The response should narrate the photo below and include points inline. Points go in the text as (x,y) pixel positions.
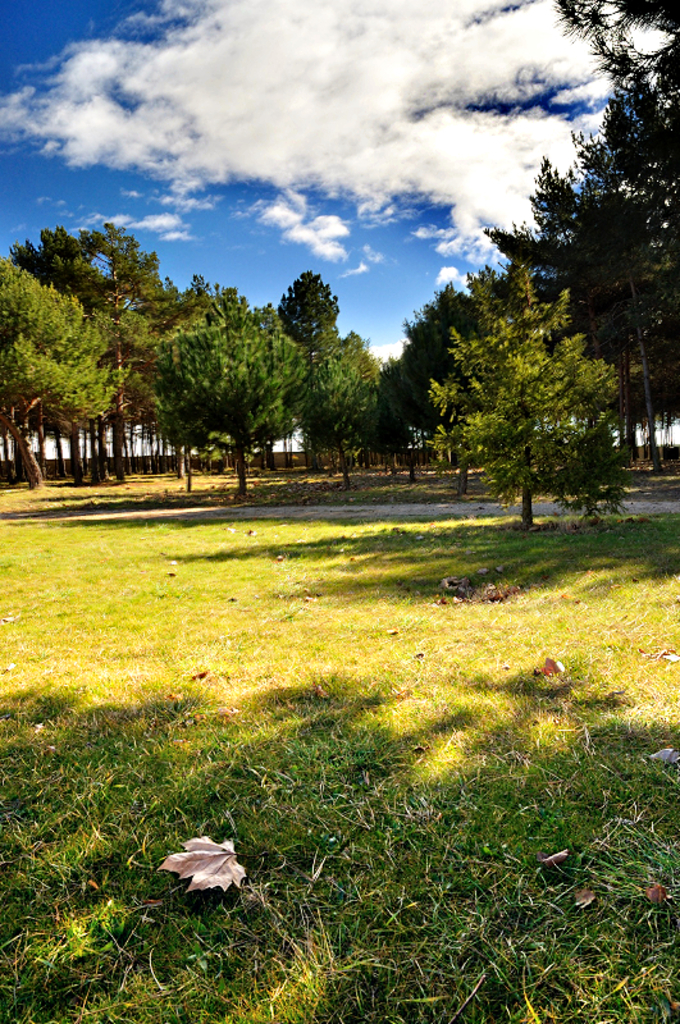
In this image there are trees (334,404) in the middle (334,404). At the bottom (314,850) there is grass (310,840) on which there are dry leaves (556,665). At the top (284,226) there is the sky (296,188) with the clouds (304,156).
